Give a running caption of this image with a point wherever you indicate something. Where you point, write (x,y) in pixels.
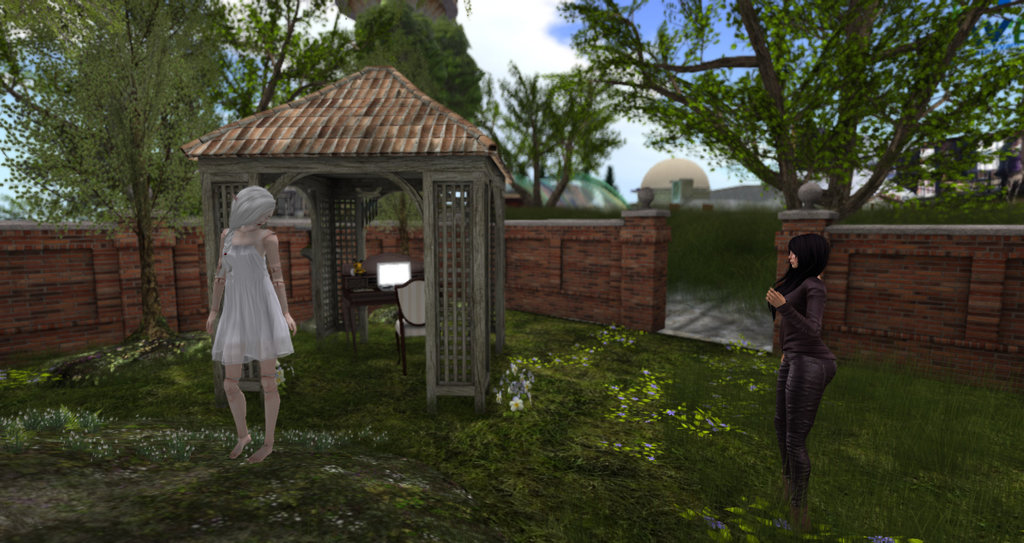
In this picture I can see there are two women (822,377) standing, there is grass (350,382), plants (283,385) with flowers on the floor (835,473), there is a chair (413,300), desk (394,296) and there is a wall (49,252) behind it. There are few buildings (697,182) in the backdrop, there are trees (929,7) and the sky (620,161) is cloudy. This is an animated image.
